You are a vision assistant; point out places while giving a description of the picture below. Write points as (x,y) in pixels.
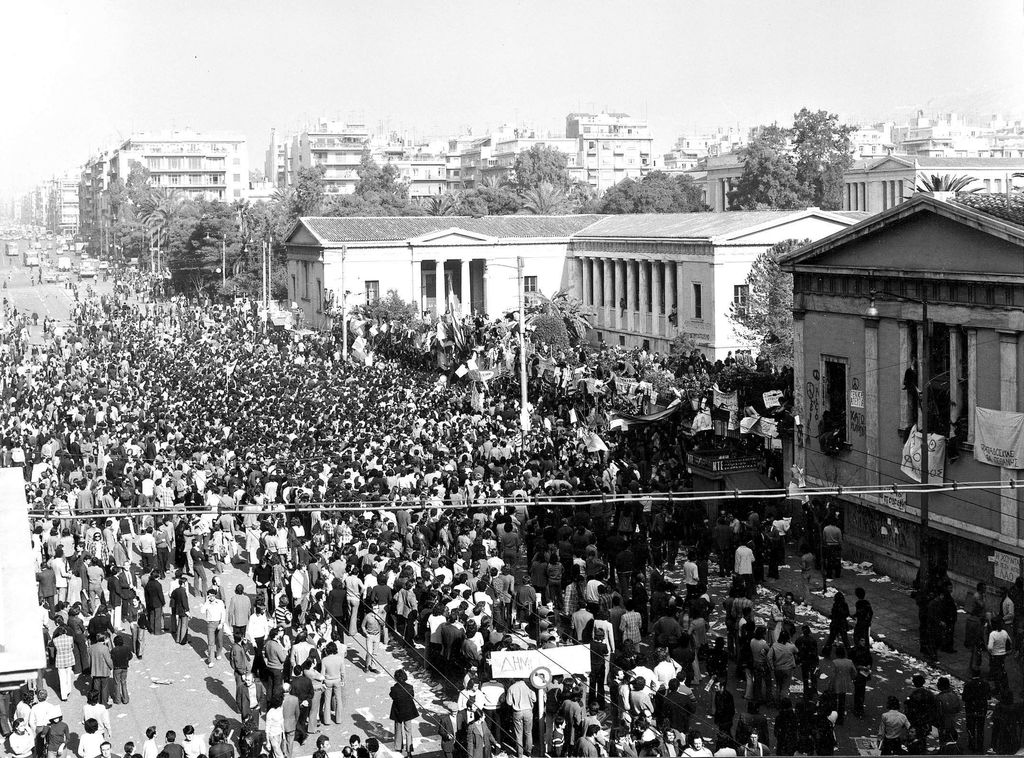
This is a black and white image. At the bottom (186,627) I can see a crowd of people (392,403) walking on the road (186,674). In the background (308,252), I can see many buildings (376,239) and trees (212,213). At the top (245,62) I can see the sky (243,47).
